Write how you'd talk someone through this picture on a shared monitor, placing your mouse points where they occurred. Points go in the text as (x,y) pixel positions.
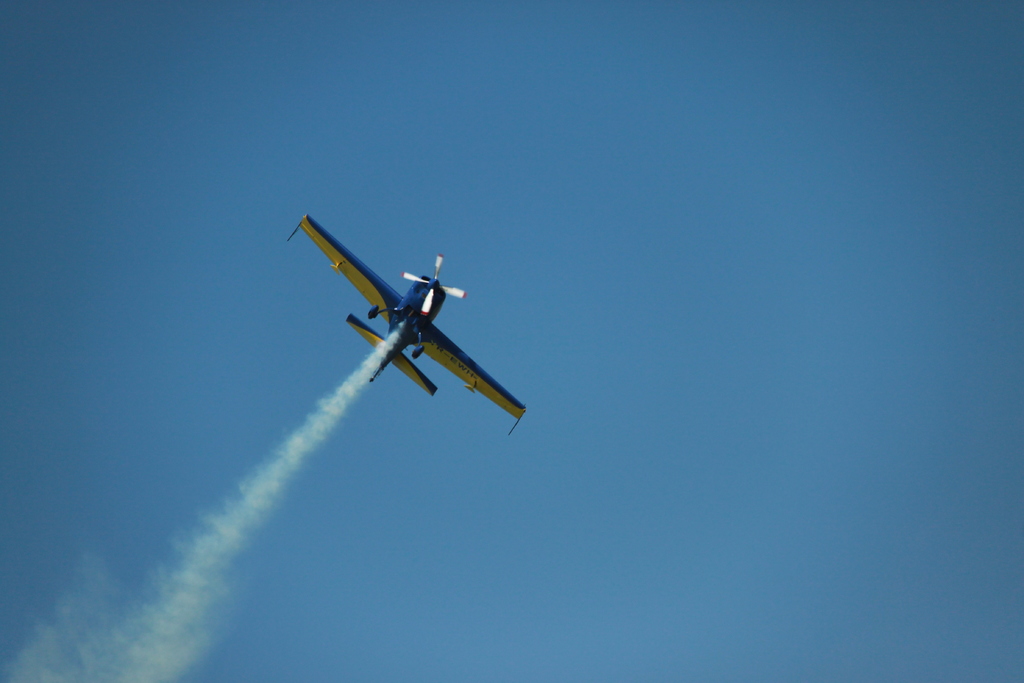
An aeroplane (460,360) is flying in the air (509,346). It is in blue and yellow color and this is the sky (645,195) in blue color.
